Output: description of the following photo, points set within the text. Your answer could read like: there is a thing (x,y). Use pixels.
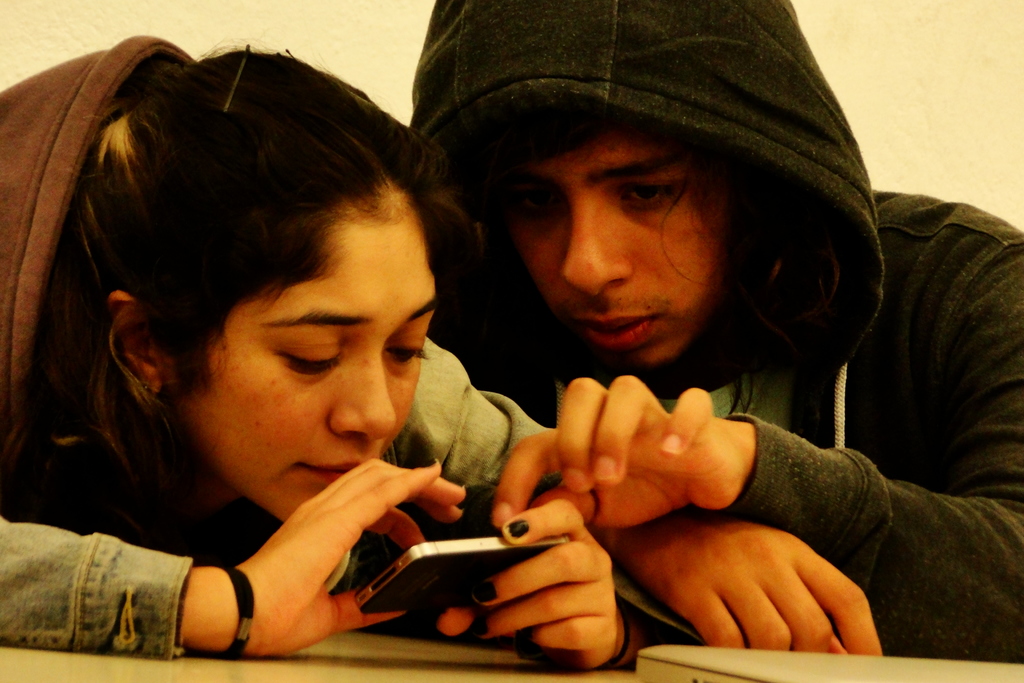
In this image there are two persons (357,325). In the left (276,306) there is a lady (282,292). In the right (716,375) there is a man (668,319). The lady (343,564) is holding a phone (424,573). On the table (366,643) there is a laptop (811,674).
